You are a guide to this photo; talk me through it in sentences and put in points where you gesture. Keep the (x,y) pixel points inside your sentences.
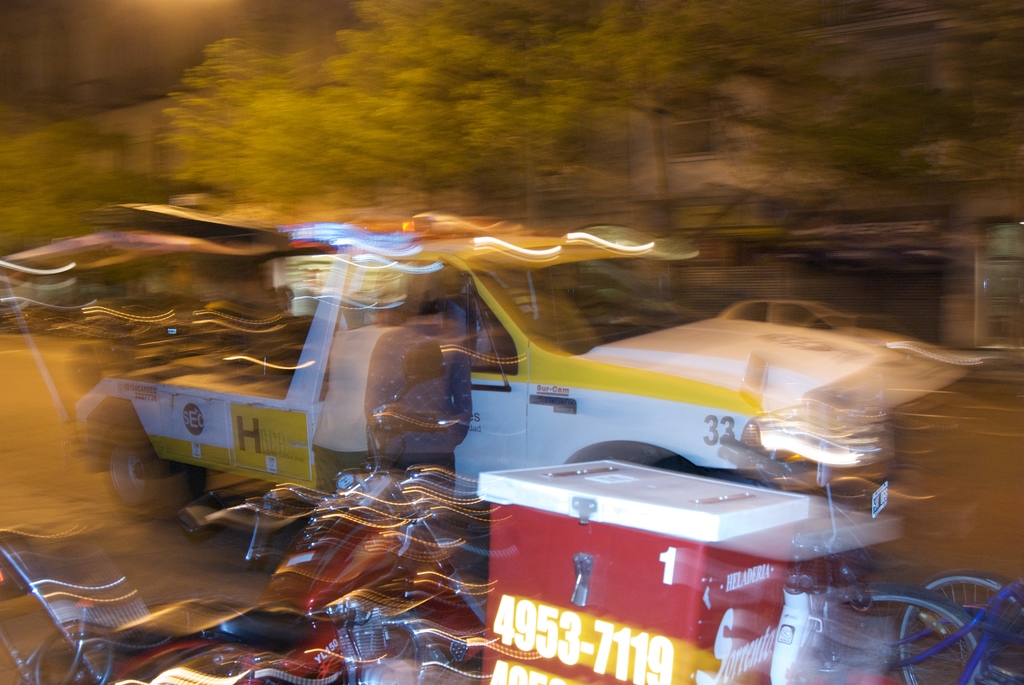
In this image we can see a blurry picture of few vehicles (528,412) on the road (18,501), few trees (540,102) and buildings (816,204).
